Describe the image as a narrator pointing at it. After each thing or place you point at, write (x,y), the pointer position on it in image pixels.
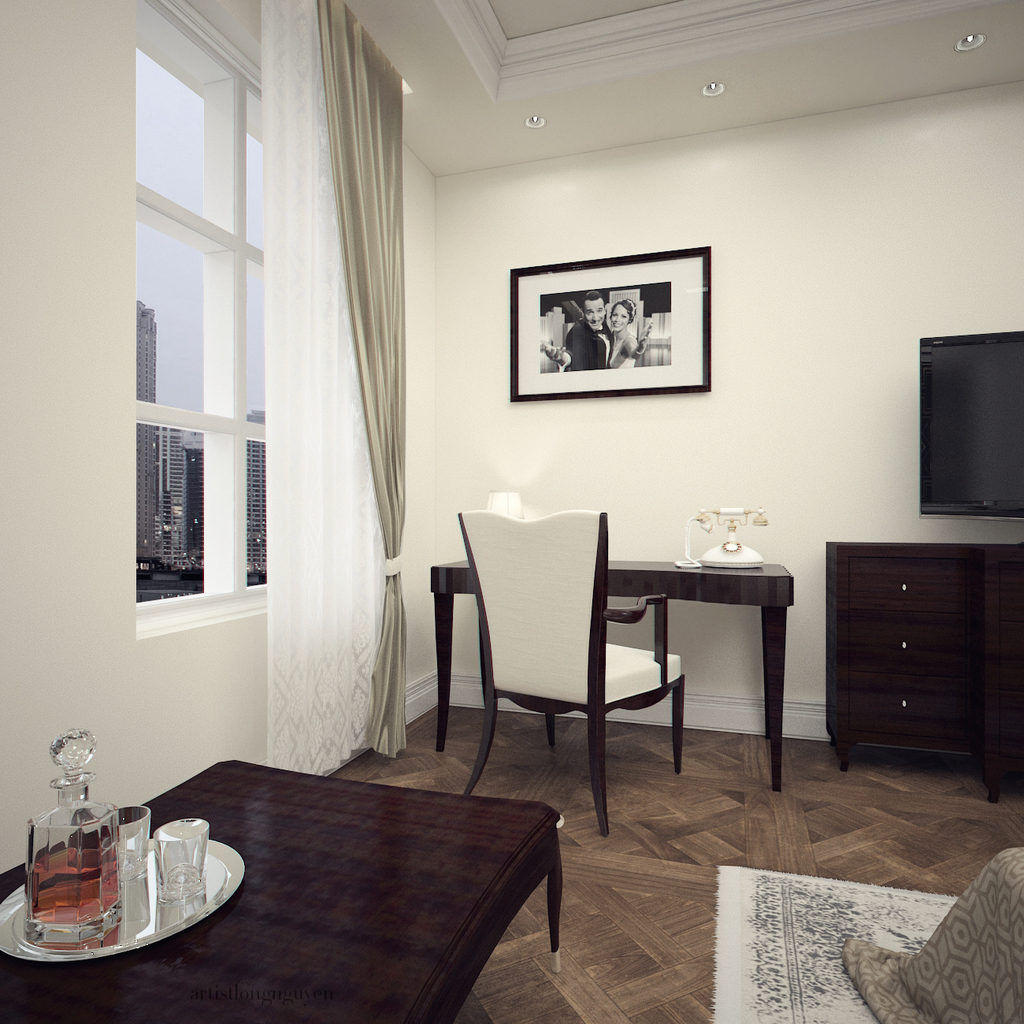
This image is clicked inside the room (898,558). To the left (147,528) there is a window (148,538) and curtain (325,347), on the table (334,924) there is a wine bottle (76,896) along with two glasses (126,874). To the right (872,914) there is a floor mat (929,905). In the middle (620,367) there is a photo frame (685,294) on the wall (620,431) and a TV (962,499) on the TV desk (957,617).
